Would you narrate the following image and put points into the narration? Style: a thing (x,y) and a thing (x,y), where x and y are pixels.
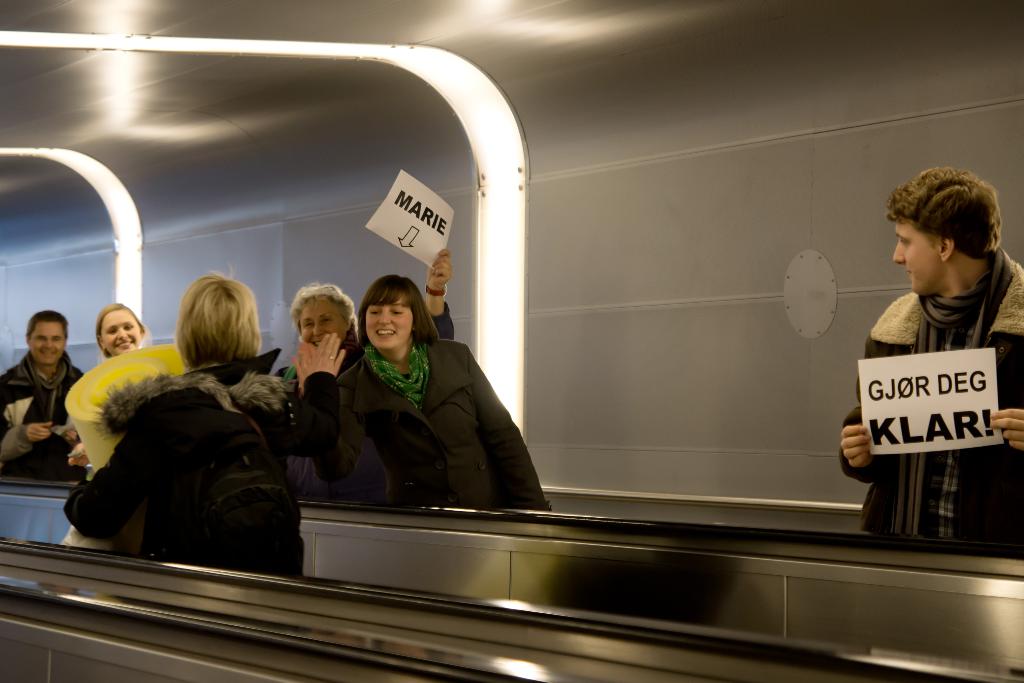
In this picture I can see group of people (436,436) among some are holding posters (413,248) in their hands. These people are smiling. In the background (556,226) I can see lights (496,222) and a wall (608,280).
